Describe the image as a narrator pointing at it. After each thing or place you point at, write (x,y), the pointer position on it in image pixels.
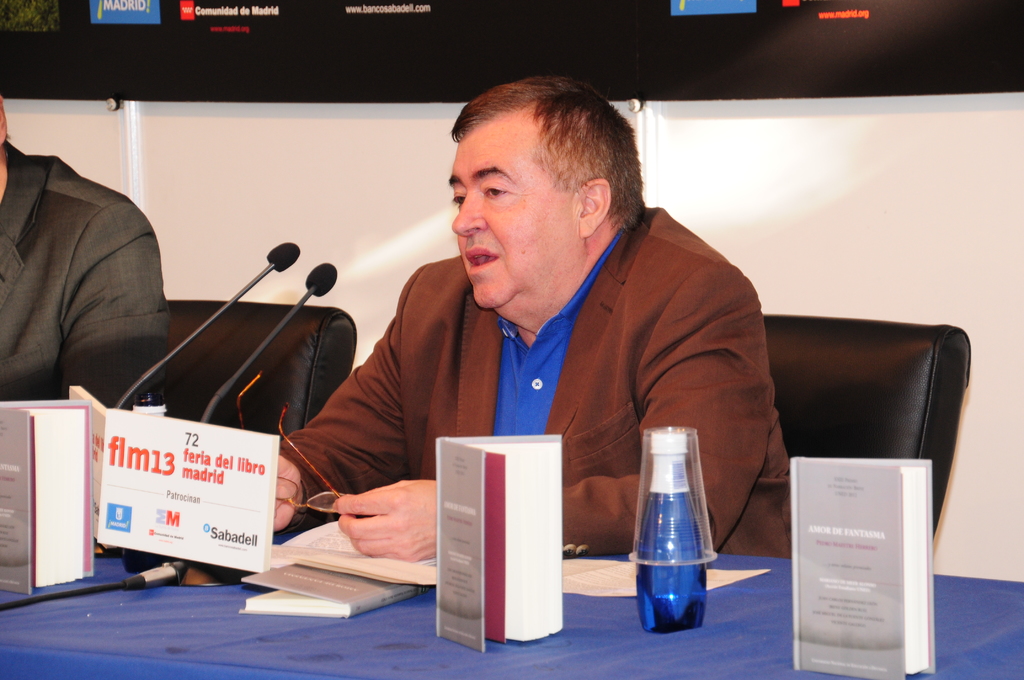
In this image we can see two persons (450,375) sitting on chairs (338,350). There is a table (161,592). On the table (150,633) there are books (56,490), bottles (673,581), glass (664,547) and mics (182,350). And the person (357,453) is holding a specs (316,469). In the back (745,71) there is a blackboard (302,46).
